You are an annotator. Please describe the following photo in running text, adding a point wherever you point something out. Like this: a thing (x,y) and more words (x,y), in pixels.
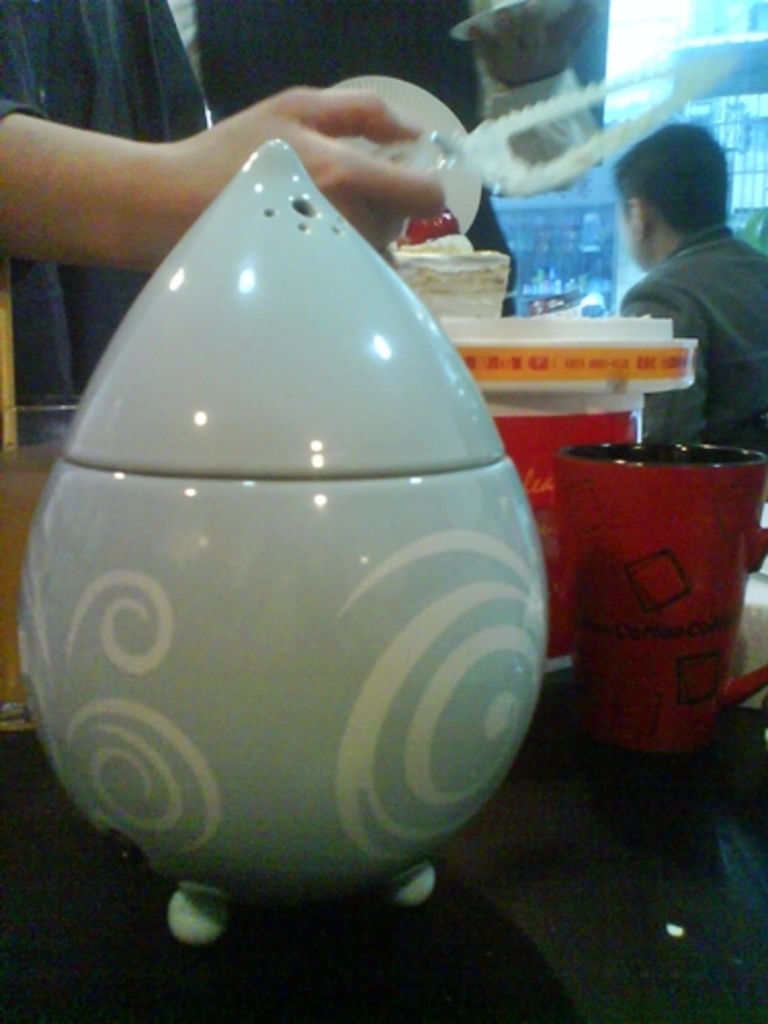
In this image we can see the red color cup (607,614) and also an object (345,785) on the black color table (429,943). We can also see the pastry (488,291) and also a person (392,198) holding an object (453,152). In the background (359,27) we can see two persons (724,167).
